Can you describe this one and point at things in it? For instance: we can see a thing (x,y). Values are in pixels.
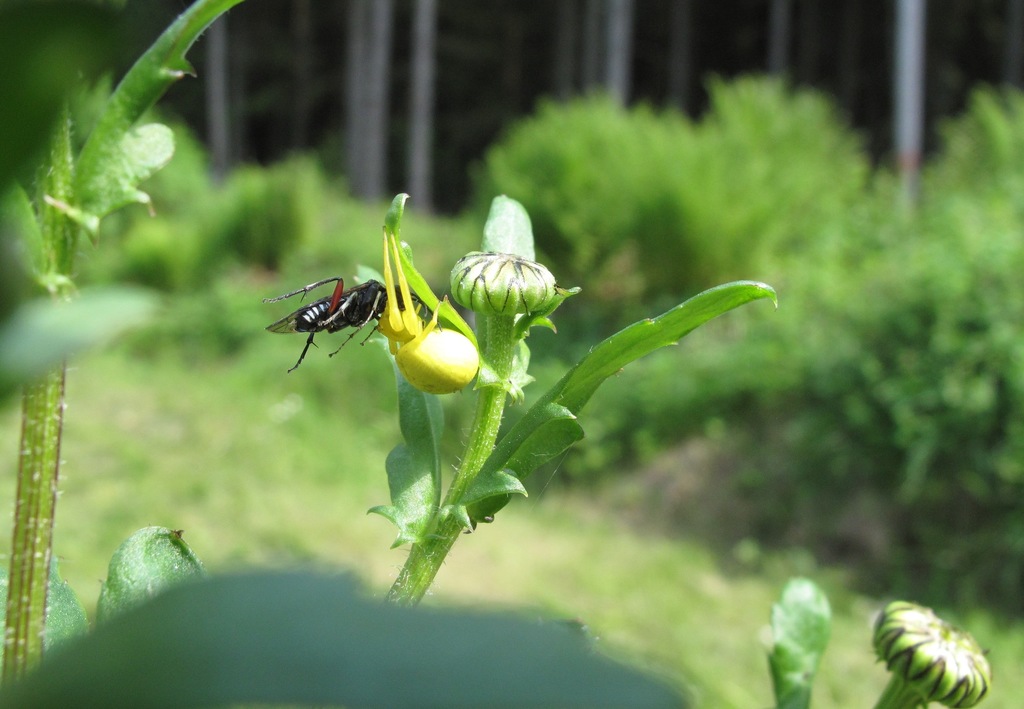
In this image a spider (390,320) holding an insect (322,312) is on the leaf (416,392) of a plant (482,366) having few leaves (509,435). Bottom of there are few plants (69,598) having buds (897,656) and; leaves (93,196). Background (962,513) there are few plants (972,530) on the land (660,536).
